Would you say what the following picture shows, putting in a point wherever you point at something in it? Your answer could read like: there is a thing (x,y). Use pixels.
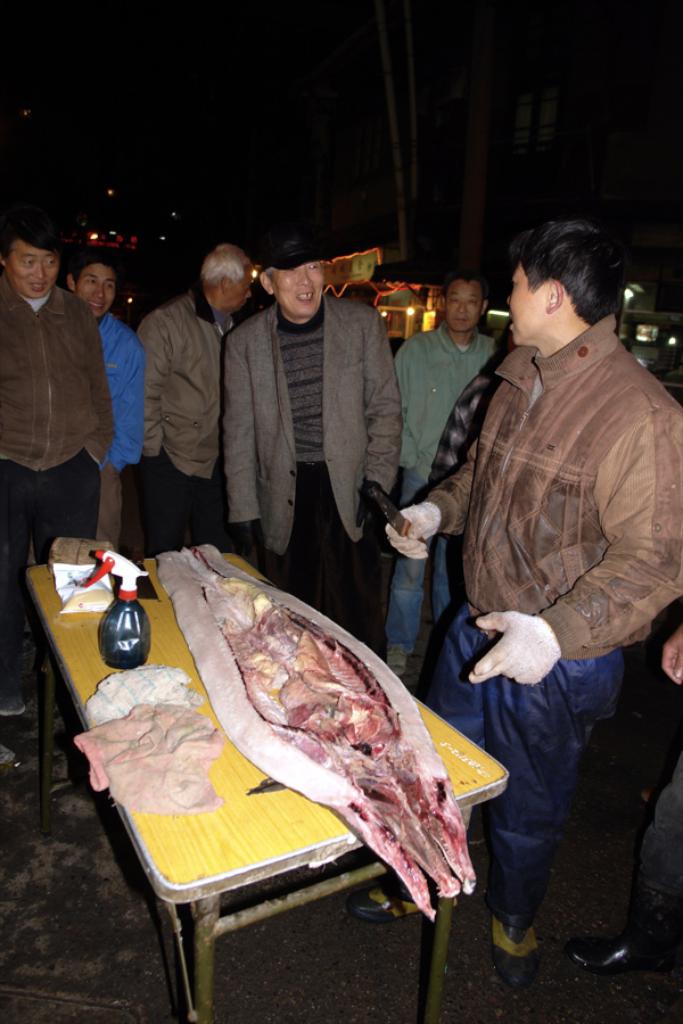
In this image I can see a table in the front (137,720) and on it I can see a meat piece (283,731), few clothes (184,733), a spray bottle (142,641) and a white colour thing (86,601). I can also see few people (187,476) are standing near the table (471,741) and I can see all of them are wearing jackets (390,405). In the background (428,180) I can see number of lights (330,261) and few buildings (410,220).
